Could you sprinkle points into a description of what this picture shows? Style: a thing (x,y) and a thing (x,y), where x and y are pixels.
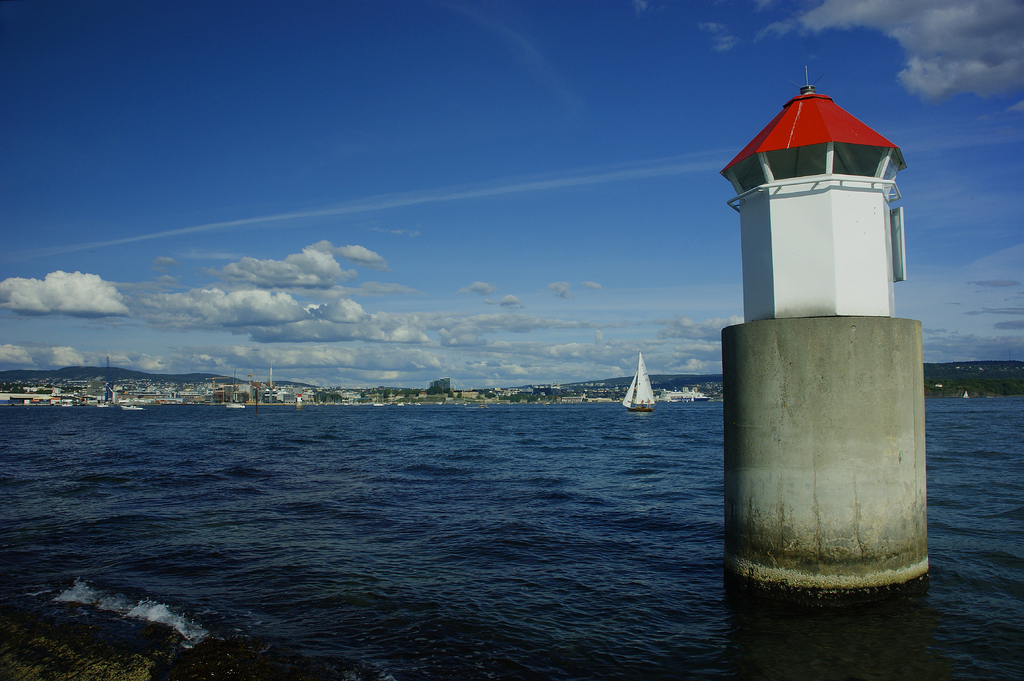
In this image there are boats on the sea (449,633) and there is a lighthouse (860,450), in the background (92,397) there are buildings (550,386), mountain (682,384) and the sky (411,252).
